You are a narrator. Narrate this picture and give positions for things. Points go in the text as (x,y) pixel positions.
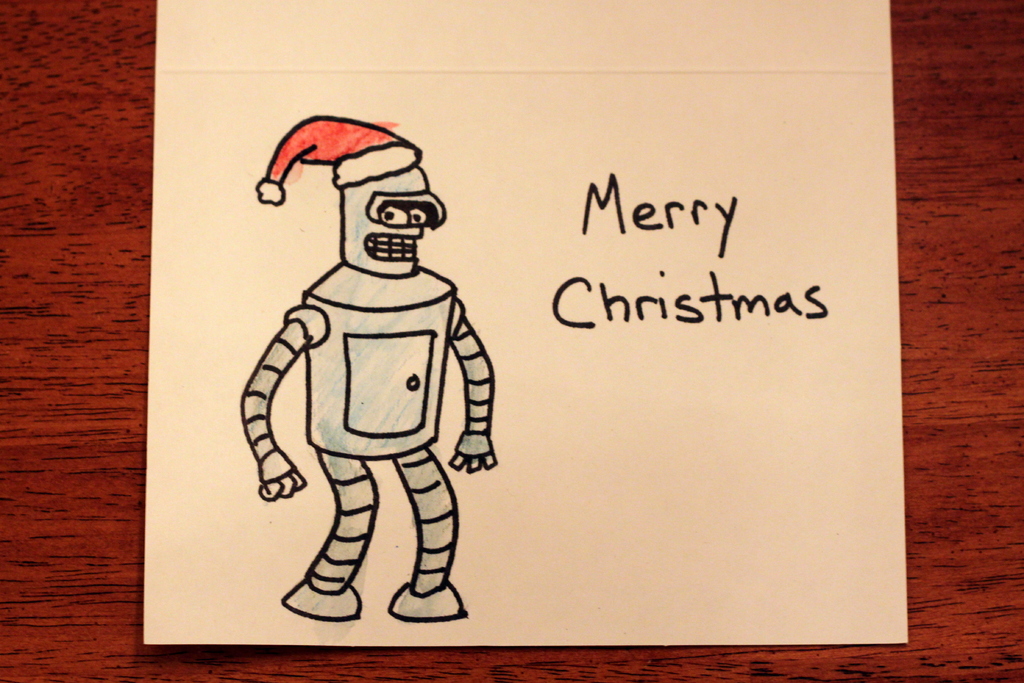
In this picture we can see a paper (809,521) on an object (940,509) and on the paper (475,521) there is the drawing (349,411) of a robot (350,398).
